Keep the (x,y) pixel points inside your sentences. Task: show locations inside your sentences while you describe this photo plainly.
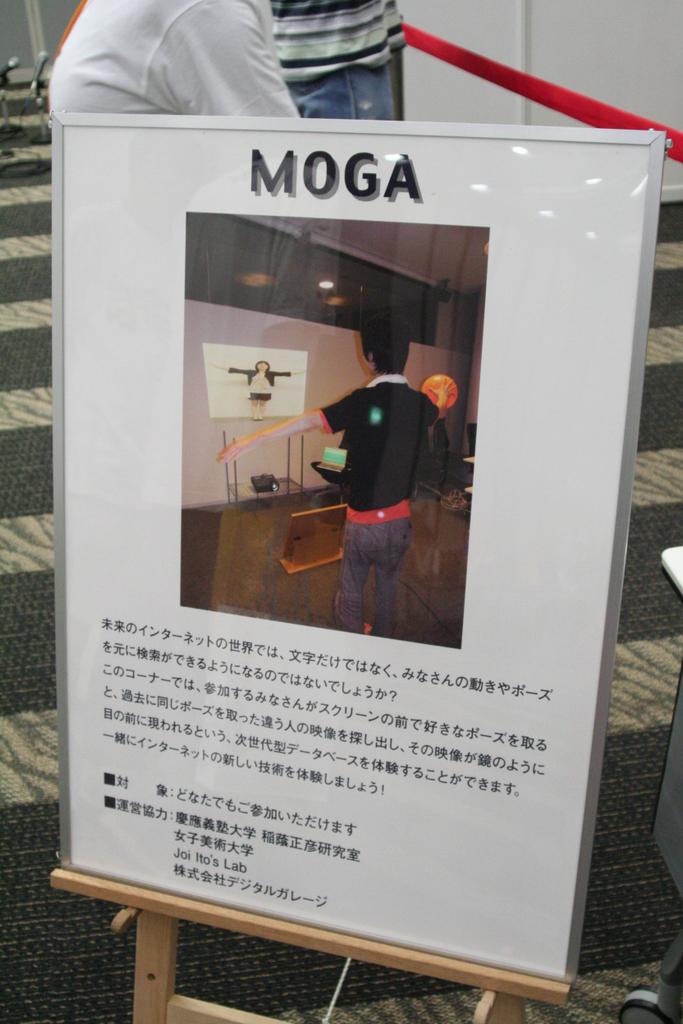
This looks like a board (403,478) with a picture (396,524) and letter (180,822) on it. I can see two people (270,58) standing. This looks like a thread (538,86), which is red in color. I think this is the carpet (610,719) on the floor (668,603).
